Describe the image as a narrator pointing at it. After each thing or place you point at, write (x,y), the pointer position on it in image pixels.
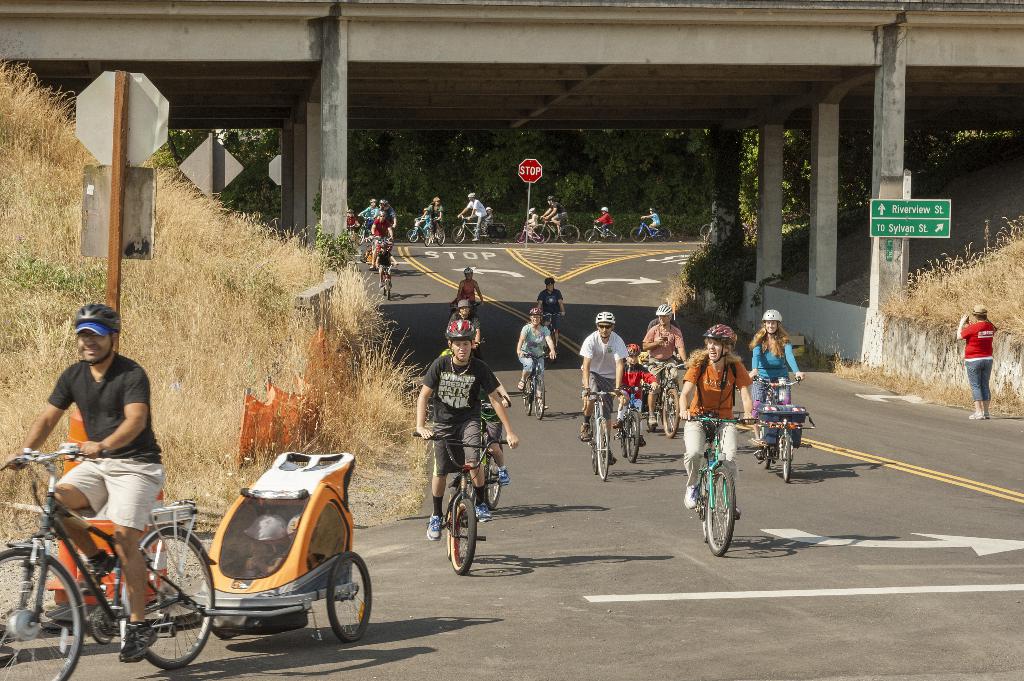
People (562,209) are riding bicycles (428,241) under a bridge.
